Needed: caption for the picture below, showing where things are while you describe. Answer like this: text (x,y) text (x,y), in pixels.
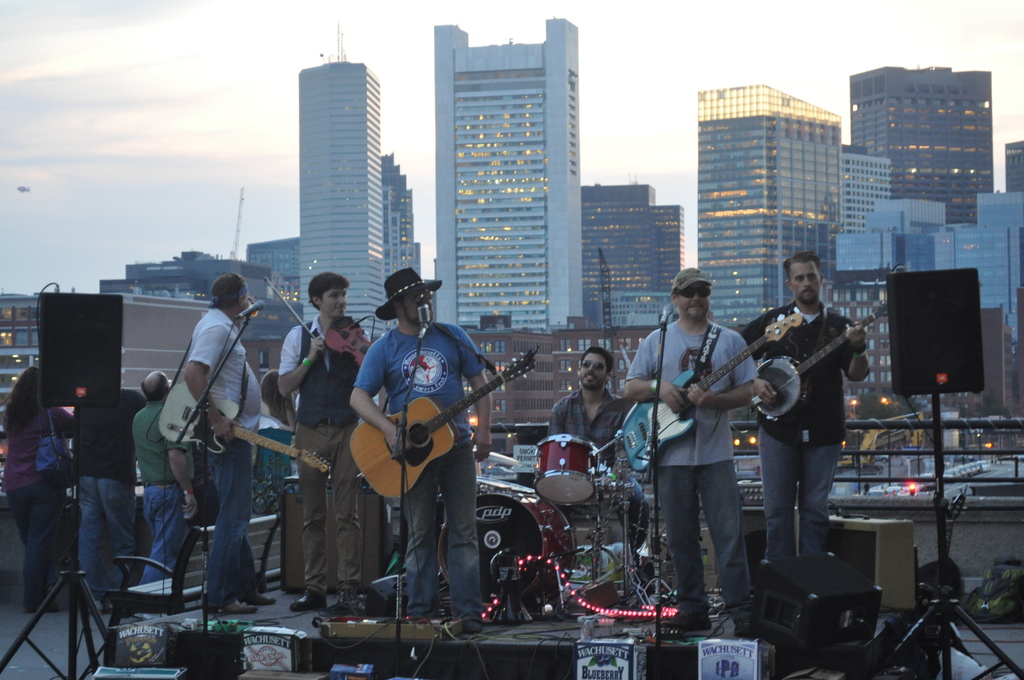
In this image we can see this people (682,450) are holding a guitar (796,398) and playing it. This person (327,422) is playing violin (338,340) and this person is playing drums (529,490). We can see speakers (982,388), buildings (1010,223) and sky (205,115) in the background (199,101).
